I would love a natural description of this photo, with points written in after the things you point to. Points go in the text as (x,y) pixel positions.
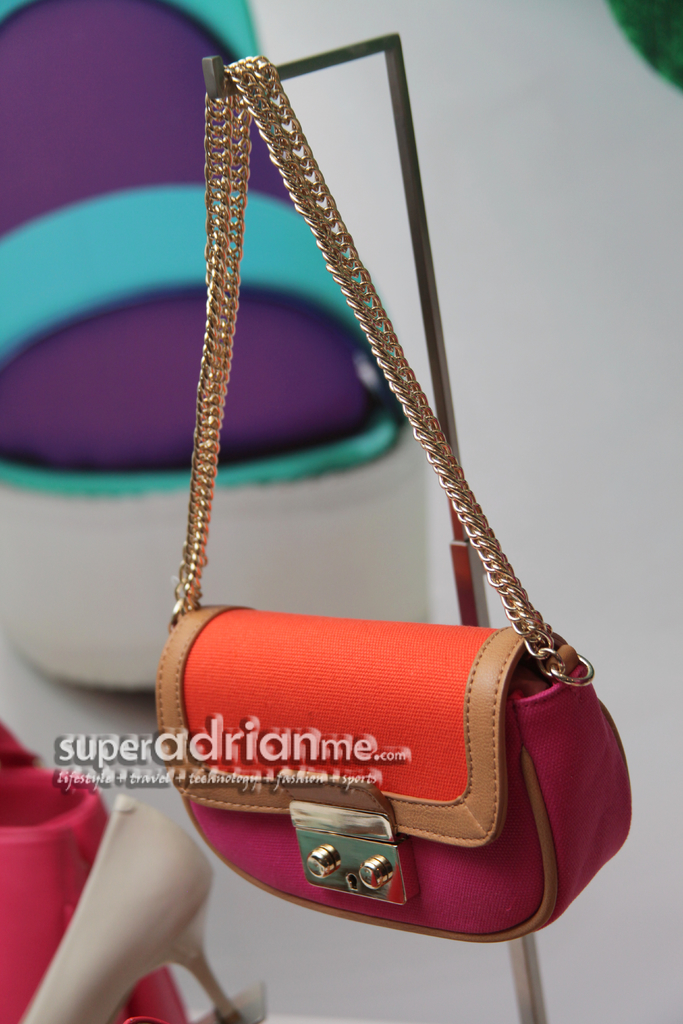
In this image i can see a hand bag (274,704) hanging to a stand (413,152) and there is a shoe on the table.
